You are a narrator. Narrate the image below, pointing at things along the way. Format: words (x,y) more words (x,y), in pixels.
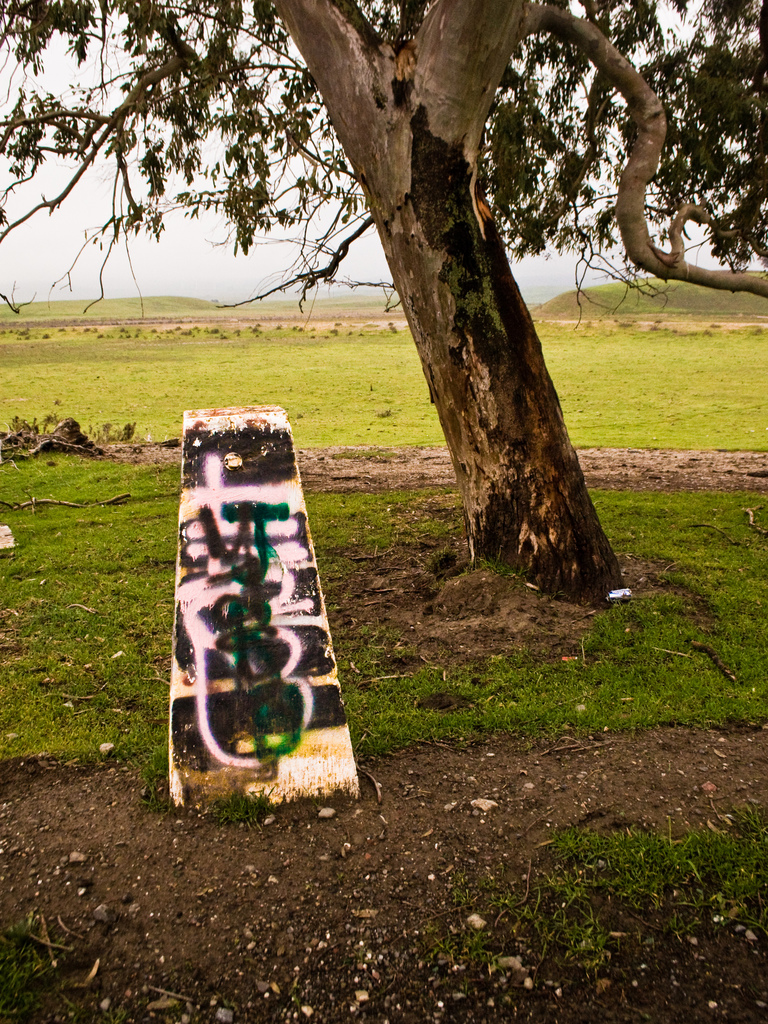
In this image I can see an open grass ground (3,421), a tree (191,116) and here I can see a white colour thing (196,680). On this I can see spray paintings (216,664).
